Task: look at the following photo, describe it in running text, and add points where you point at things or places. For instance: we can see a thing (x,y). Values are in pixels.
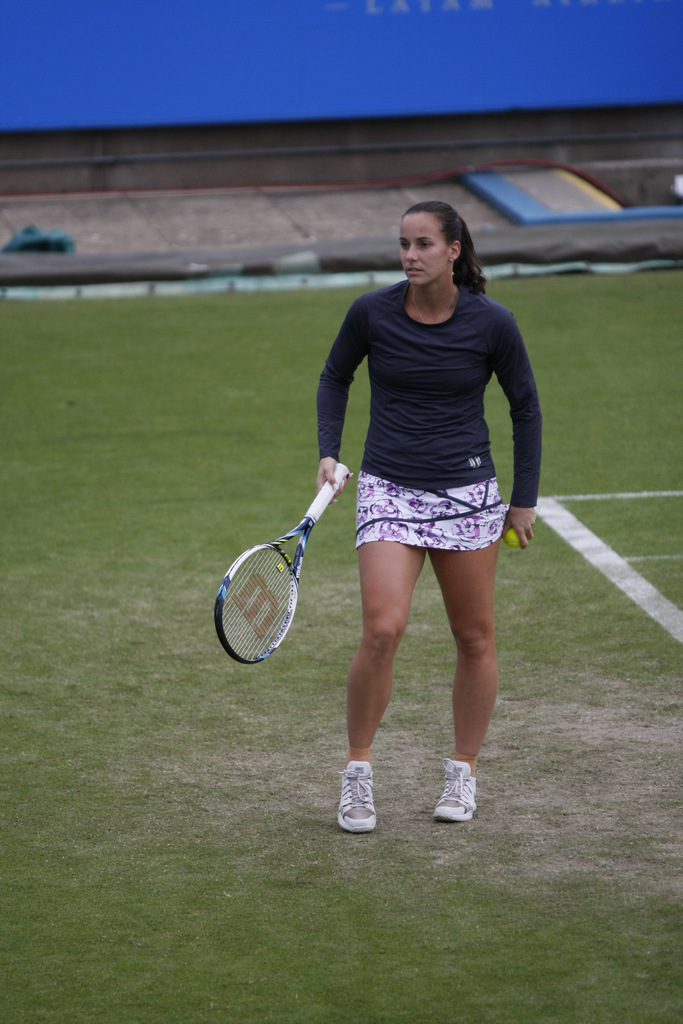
Here we can see a woman (431,375) who is standing on the ground (516,823). She is holding a racket (257,646) with her hand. And this is grass (171,450).
